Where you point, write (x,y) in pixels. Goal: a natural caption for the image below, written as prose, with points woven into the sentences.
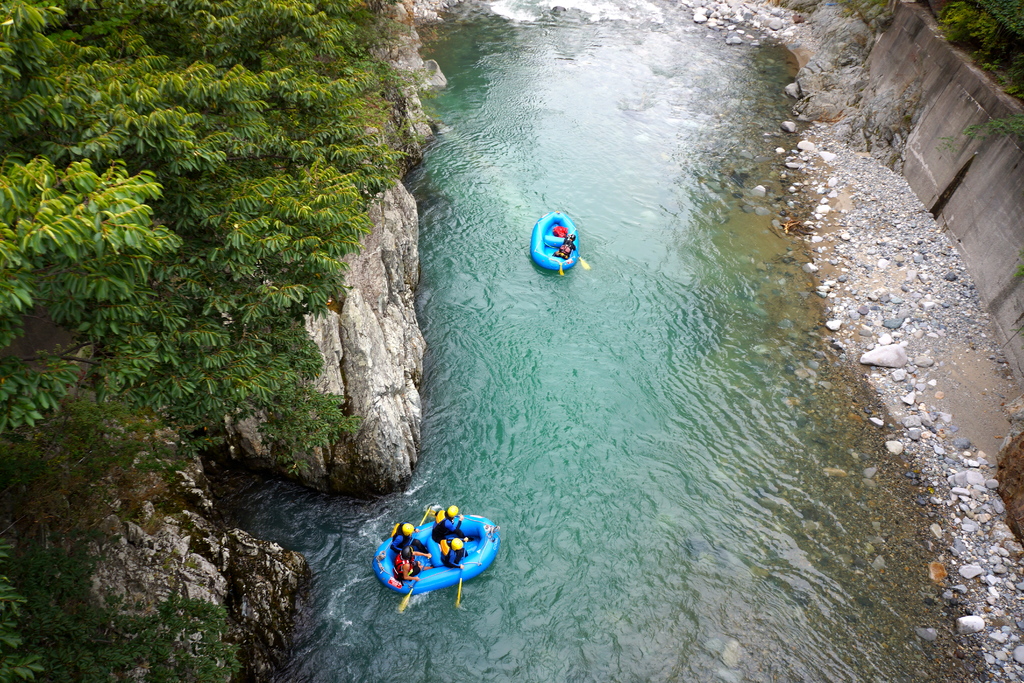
In this picture we can observe two blue color boats (474,525) in this river (471,338). We can observe stones (895,265). There are some trees (130,295).
